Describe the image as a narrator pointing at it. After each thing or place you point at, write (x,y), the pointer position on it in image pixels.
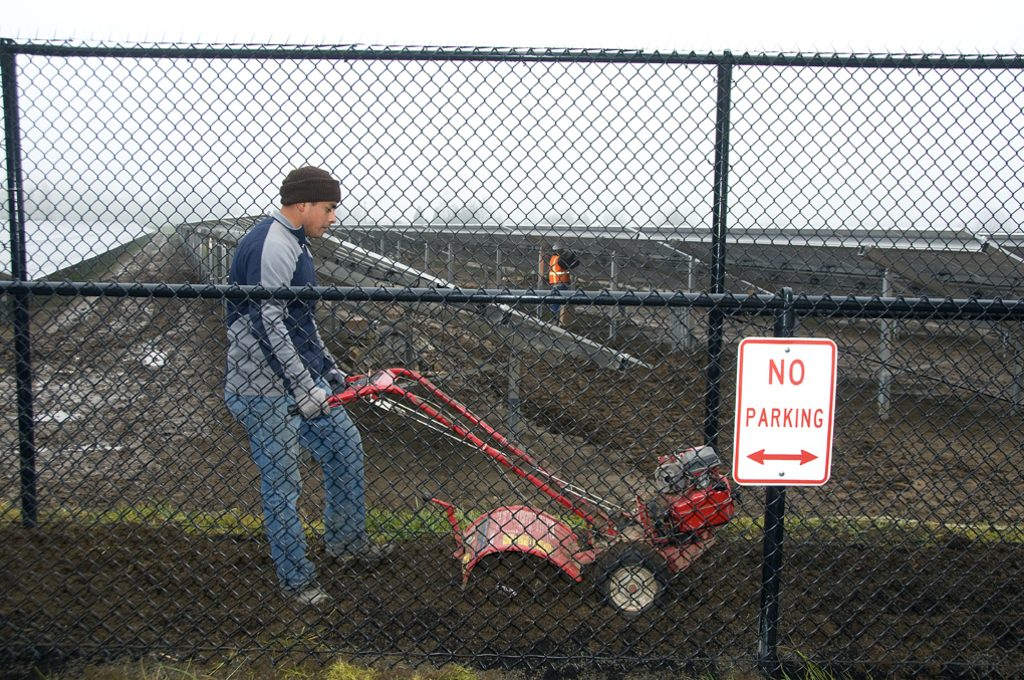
In the foreground of the picture (682,112) we can see fencing (722,310), board (786,423), person (310,441), soil (331,623), grass (433,512) and a machine (635,524). In the middle of the picture (524,283) we can see railing (224,256), soil (524,283) and other objects (641,260). In the background (378,74) it is sky (472,105).
